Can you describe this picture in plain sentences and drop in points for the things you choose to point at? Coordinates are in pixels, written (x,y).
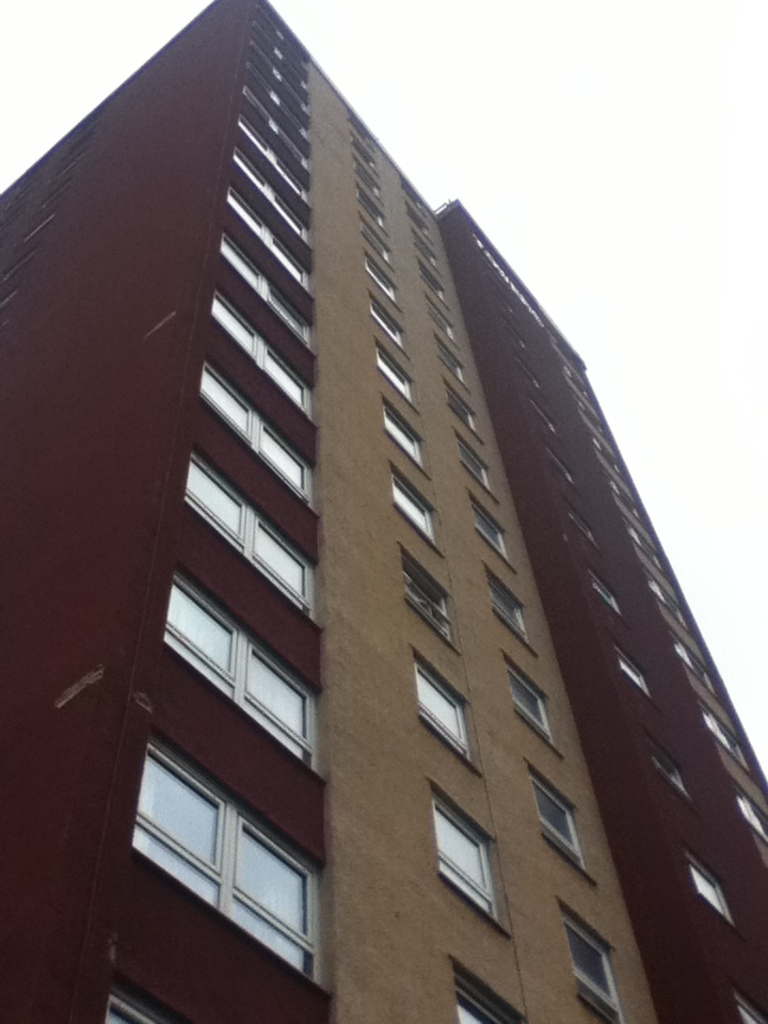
This is image of building (17,413) with windows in the foreground (356,242). And there is a sky (722,588) at the top (509,153).
